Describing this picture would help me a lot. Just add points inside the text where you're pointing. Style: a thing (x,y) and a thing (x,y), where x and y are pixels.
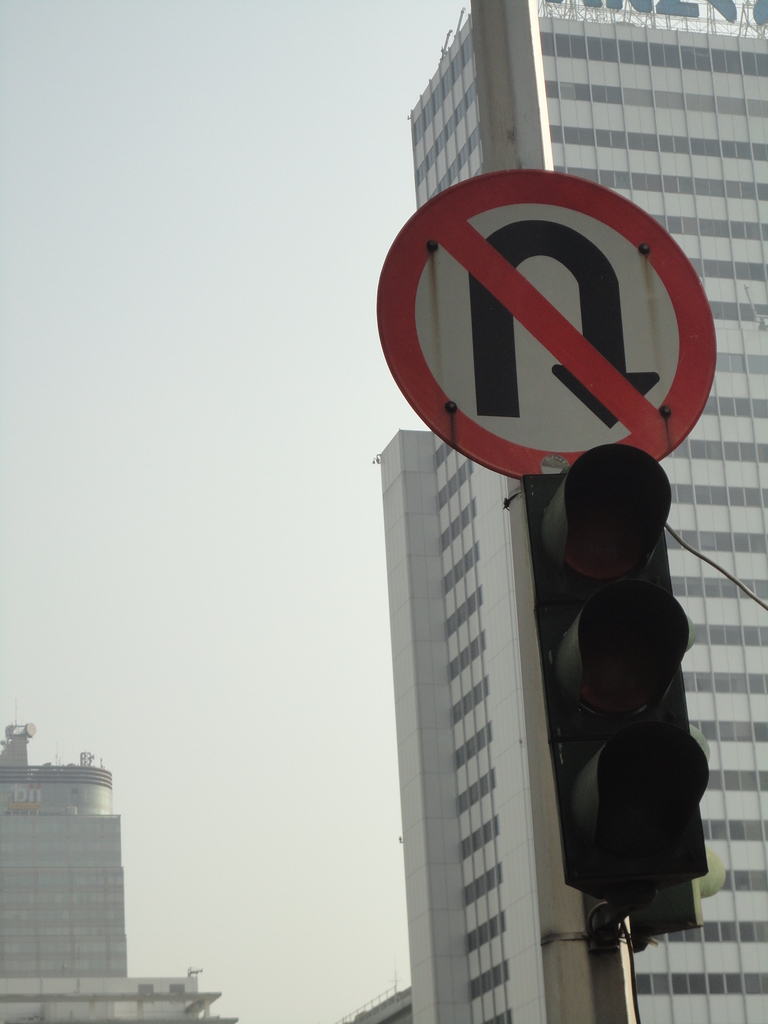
On the right side (680,766) we can see a traffic signal (654,844) and sign board (616,419) are on a pole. In the background (407,850) there are buildings (471,1000), windows (463,513), name board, poles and sky (252,525).
